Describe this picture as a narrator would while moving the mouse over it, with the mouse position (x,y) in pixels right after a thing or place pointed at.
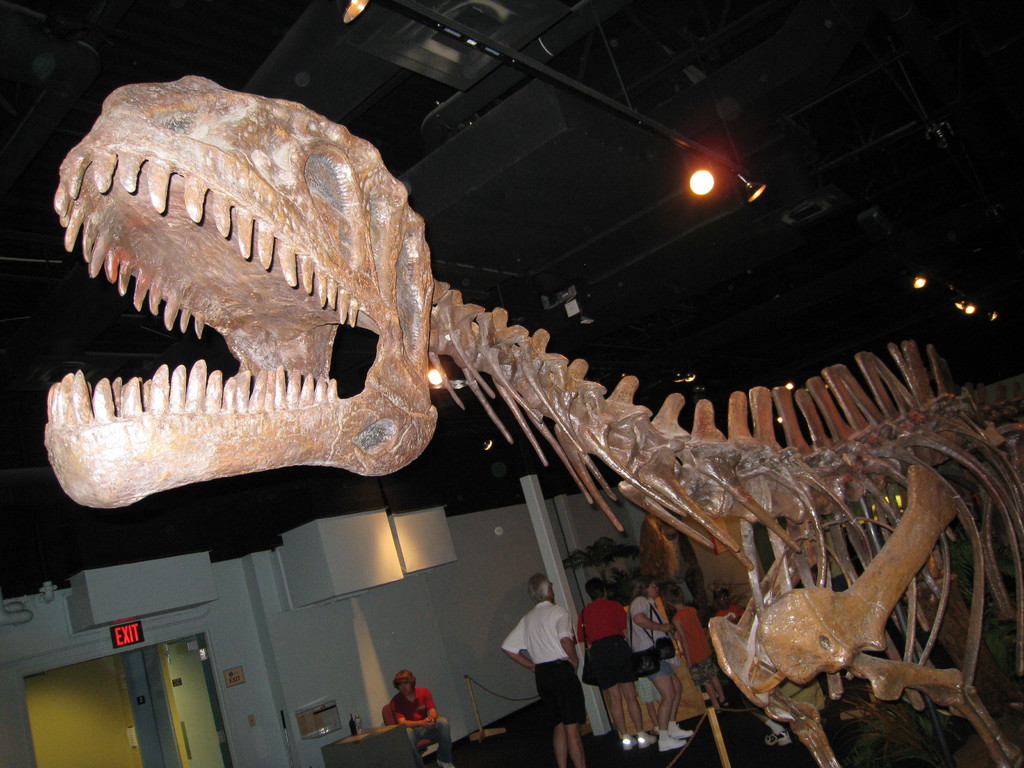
In this image I can see there is the skeleton of a dinosaur (924,500). In the middle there are few people (654,630) are standing, at the bottom (172,644) there is the exit door (177,703). At the top (762,196) there is the light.
